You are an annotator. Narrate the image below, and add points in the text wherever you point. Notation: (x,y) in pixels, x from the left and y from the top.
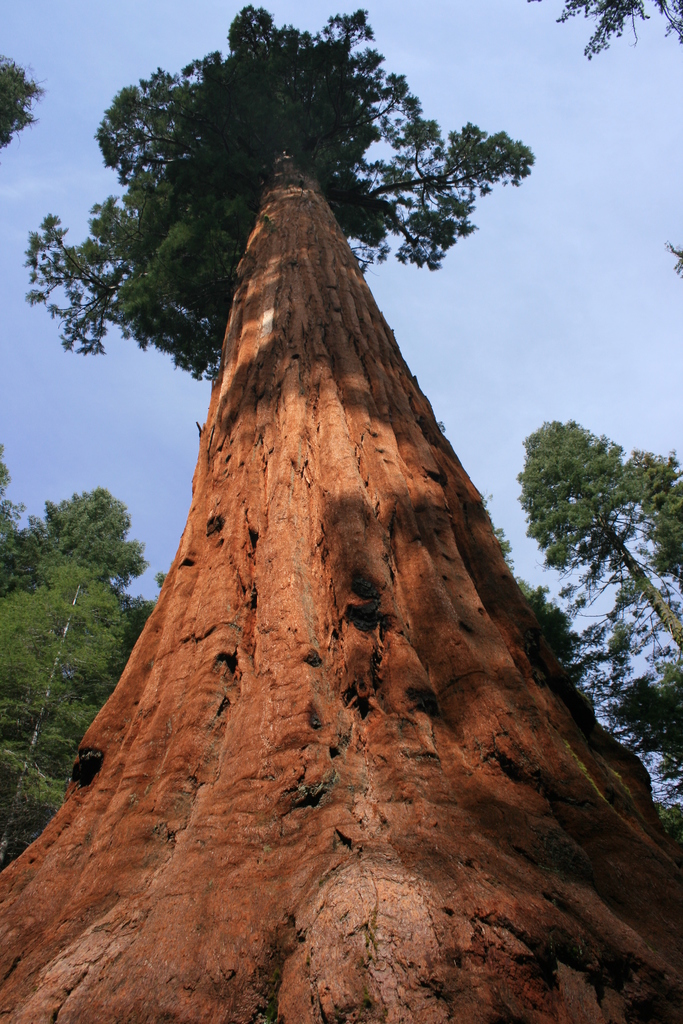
In this picture there are trees (352,357). At the top (574,223) there is sky (500,344).
